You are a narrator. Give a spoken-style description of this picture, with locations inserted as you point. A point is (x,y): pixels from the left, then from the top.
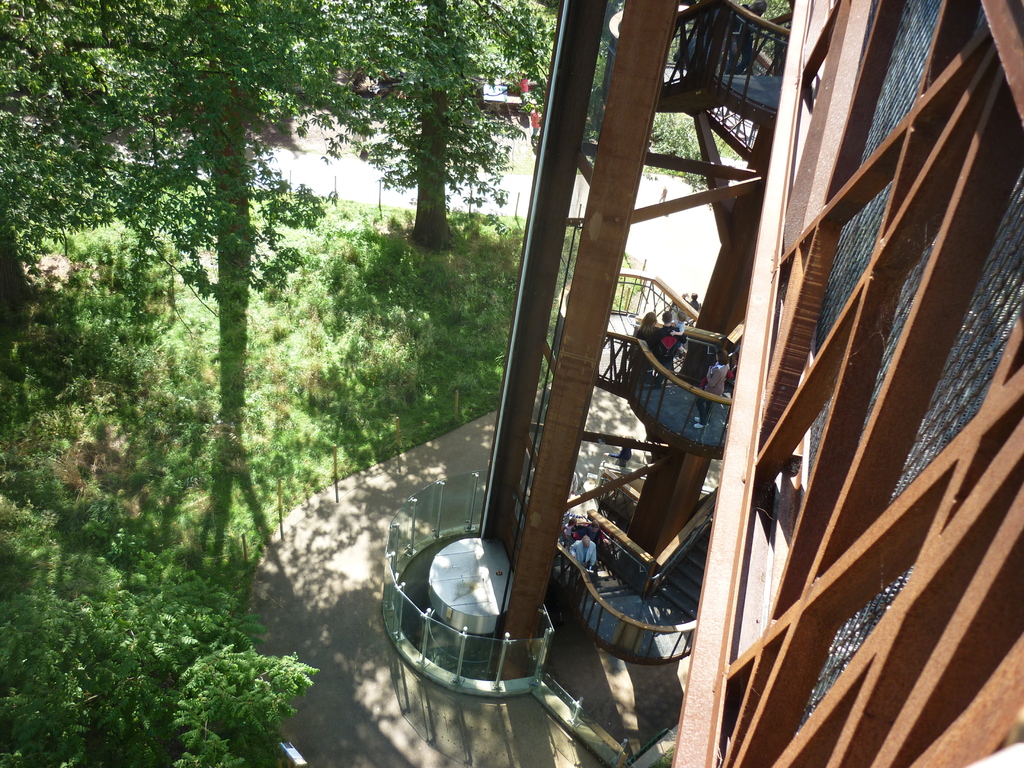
In this picture we can see a few people (581,558). There is a building (635,29) on the right side (886,436). We can see some plants (341,275) and a few trees (392,99) in the background (493,362).
